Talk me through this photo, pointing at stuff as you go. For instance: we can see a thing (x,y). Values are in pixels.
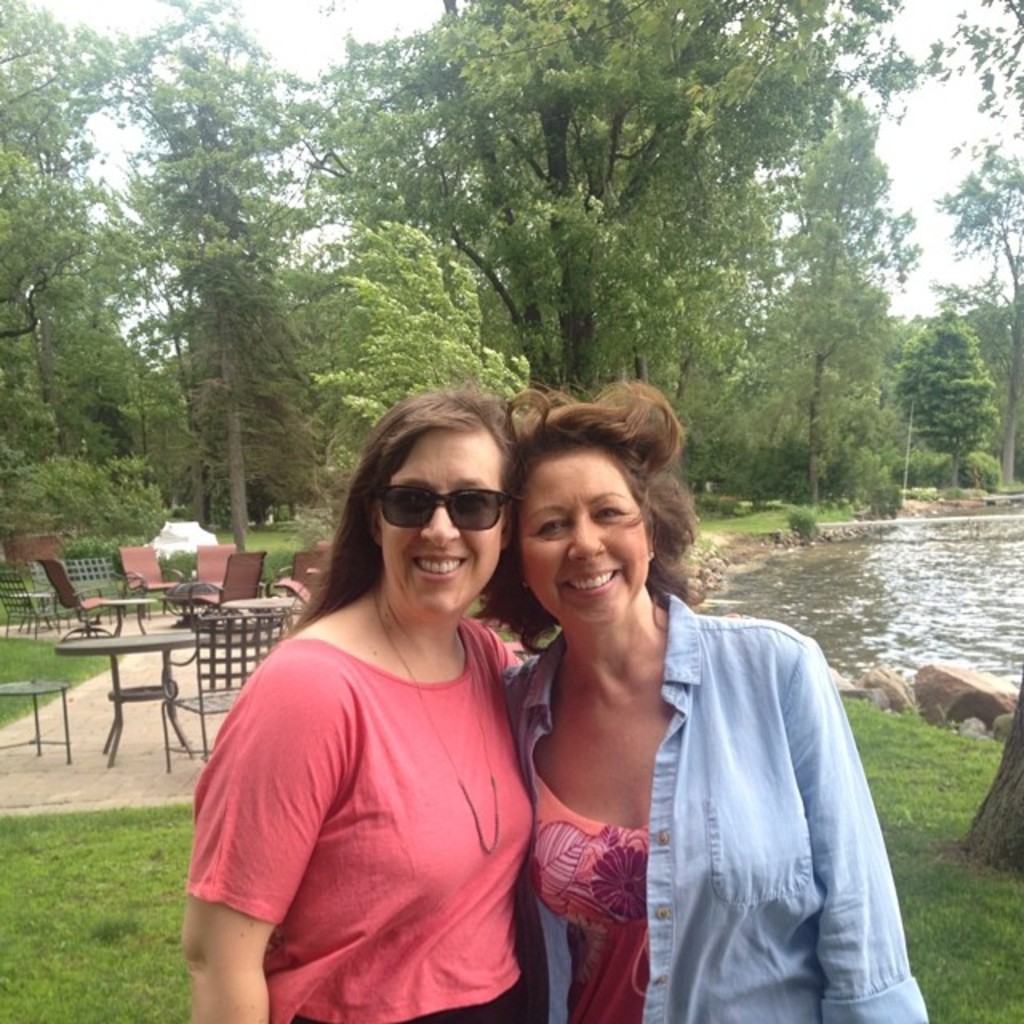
On the left side (283,754), there is a woman (442,548) in orange color T-shirt (207,819), wearing sunglasses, smiling and standing. Beside her, there is another woman (682,631) in blue color shirt (745,784), smiling and standing. In the background (112,818), there are chairs (79,590) and a table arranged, there's grass (954,798) on the ground (976,763), there are trees (918,340), there is water (950,639) and there is sky (303,50).
